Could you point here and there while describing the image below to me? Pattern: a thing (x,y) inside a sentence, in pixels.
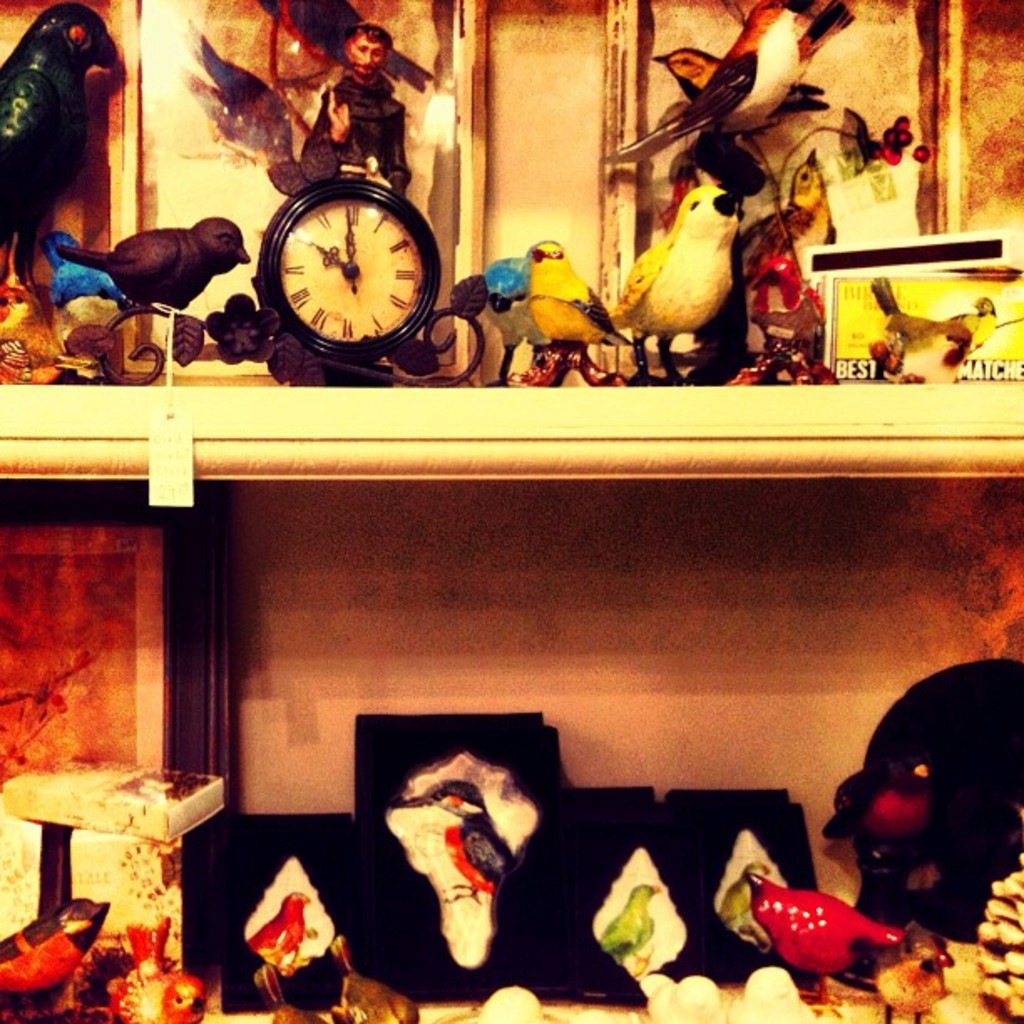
In this image I can see a clock (368,279) in the shelf (345,438). I can see few toys (880,973) arranged in the shelves (805,428).
